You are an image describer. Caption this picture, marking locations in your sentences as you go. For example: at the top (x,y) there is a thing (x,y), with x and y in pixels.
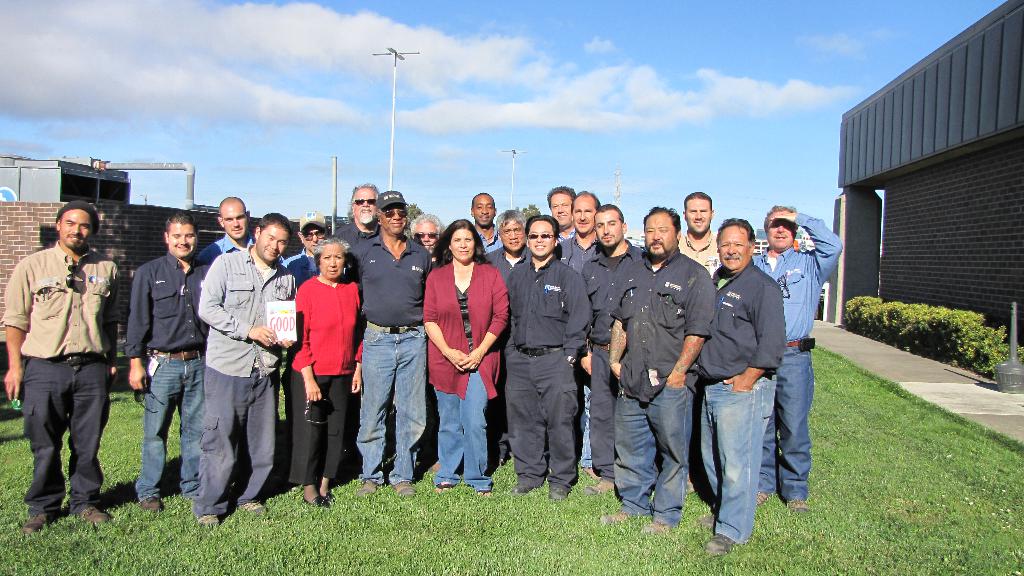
In this picture we can see a group of people (329,359) on the ground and in the background (509,156) we can see buildings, poles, sky (480,171).
